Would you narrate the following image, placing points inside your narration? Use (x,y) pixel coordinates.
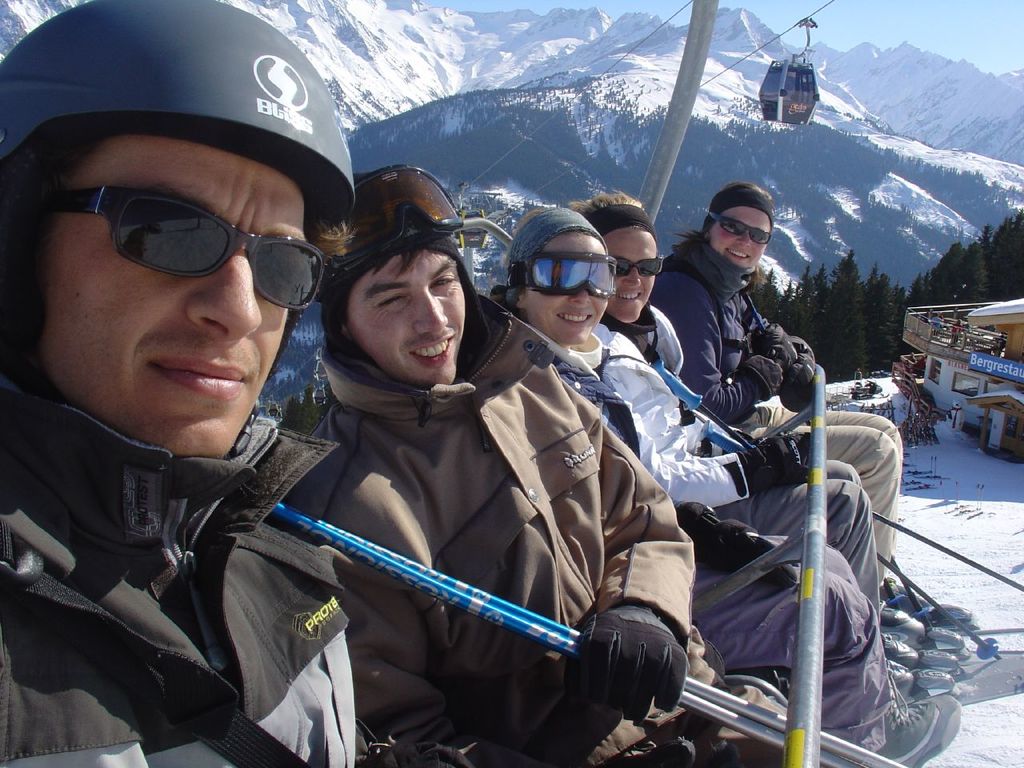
In this image there are a few people (438,474) sitting, holding sticks (558,629) in their hands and having a smile (627,293) on their faces (636,312). Behind them there is a moving cable car (768,103) in the air (833,35). On the right side of the image (836,332) there are trees (877,322) and buildings (950,371). In the background of the image (952,166) there are mountains (916,98) and sky (946,25).
